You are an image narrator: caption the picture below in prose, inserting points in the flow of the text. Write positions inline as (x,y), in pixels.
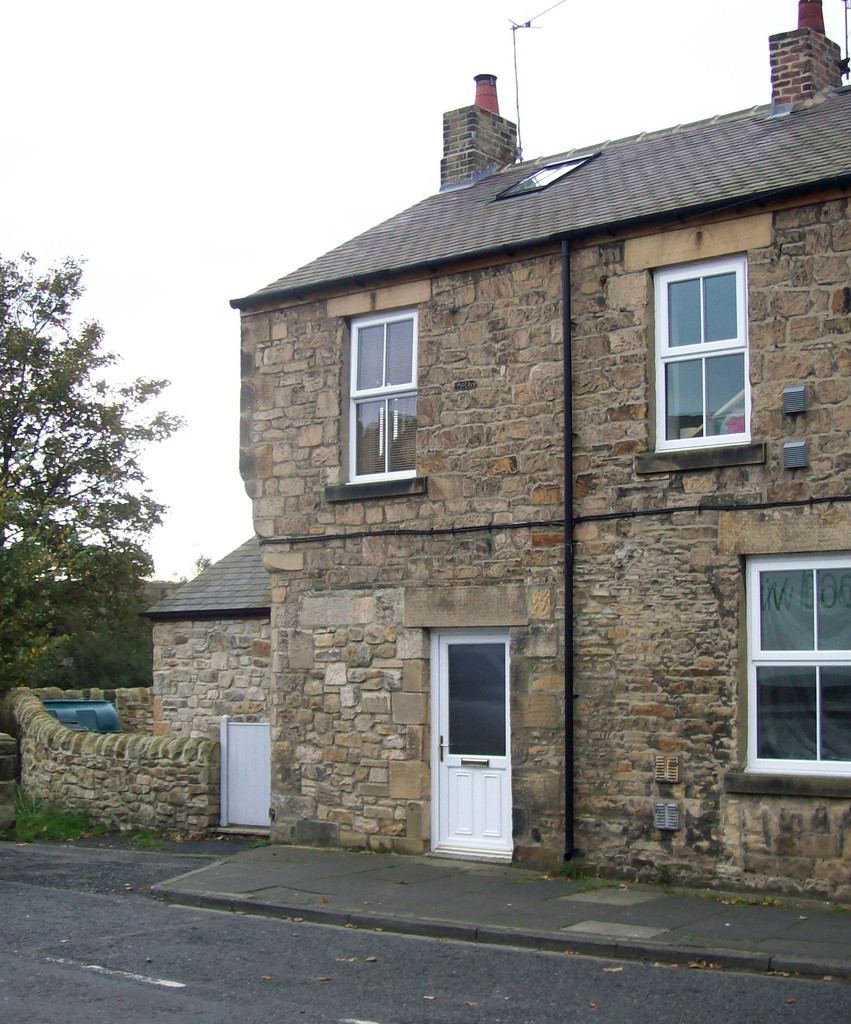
In this image I can see a building (633,706) which has a white door (432,654) and windows (359,398). There is a tree (24,638) on the left (10,661). There is sky (117,75) at the top (167,66).
